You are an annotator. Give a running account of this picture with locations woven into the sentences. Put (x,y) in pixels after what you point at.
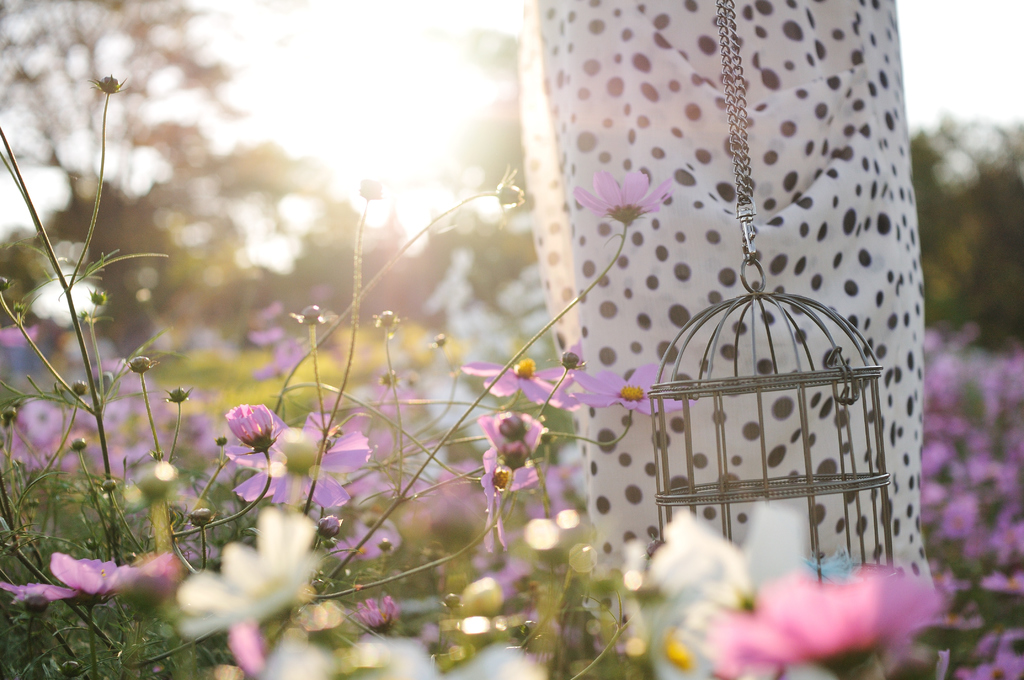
In this image in front (27,599) there are plants (339,522) and flowers (499,534). Behind the plants (466,538) there is a bird cage (806,434). Behind the cage (815,304) there is some object (773,182). In the background of the image (327,205) there are trees (258,163).
